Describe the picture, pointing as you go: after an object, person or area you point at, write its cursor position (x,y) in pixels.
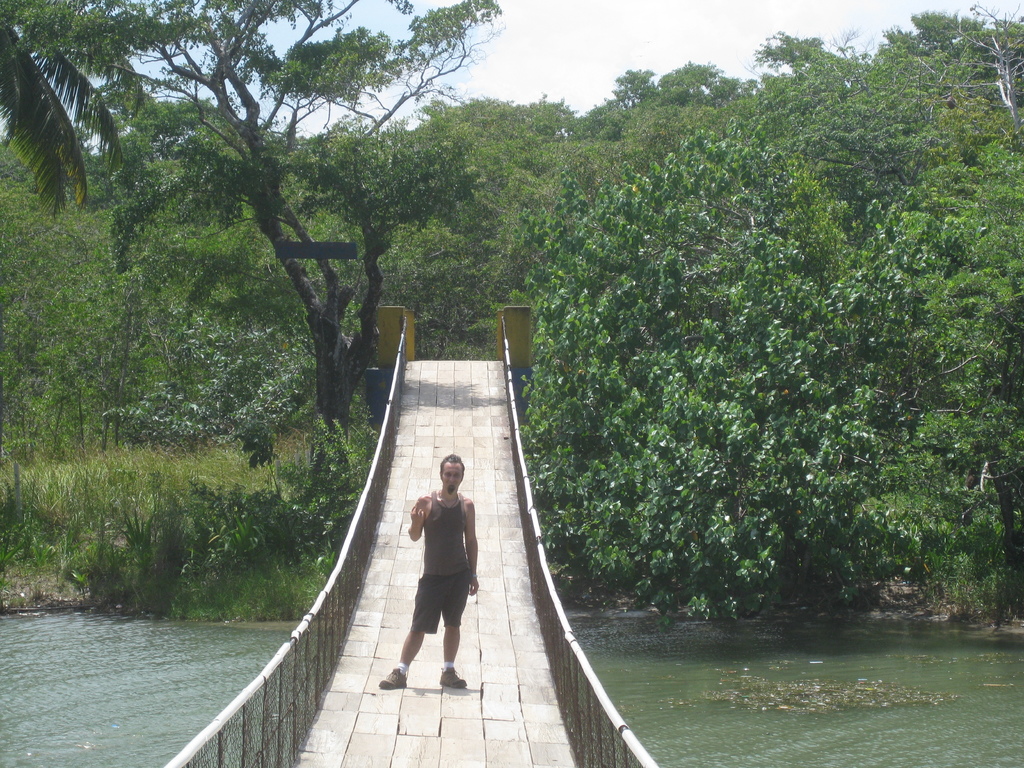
This image consists of a man (463,505) standing on the bridge (392,697). At the bottom (803,686), there is water (854,720). In the background (690,419), there are many trees (685,354). It looks like it is clicked near the forest (355,385).
